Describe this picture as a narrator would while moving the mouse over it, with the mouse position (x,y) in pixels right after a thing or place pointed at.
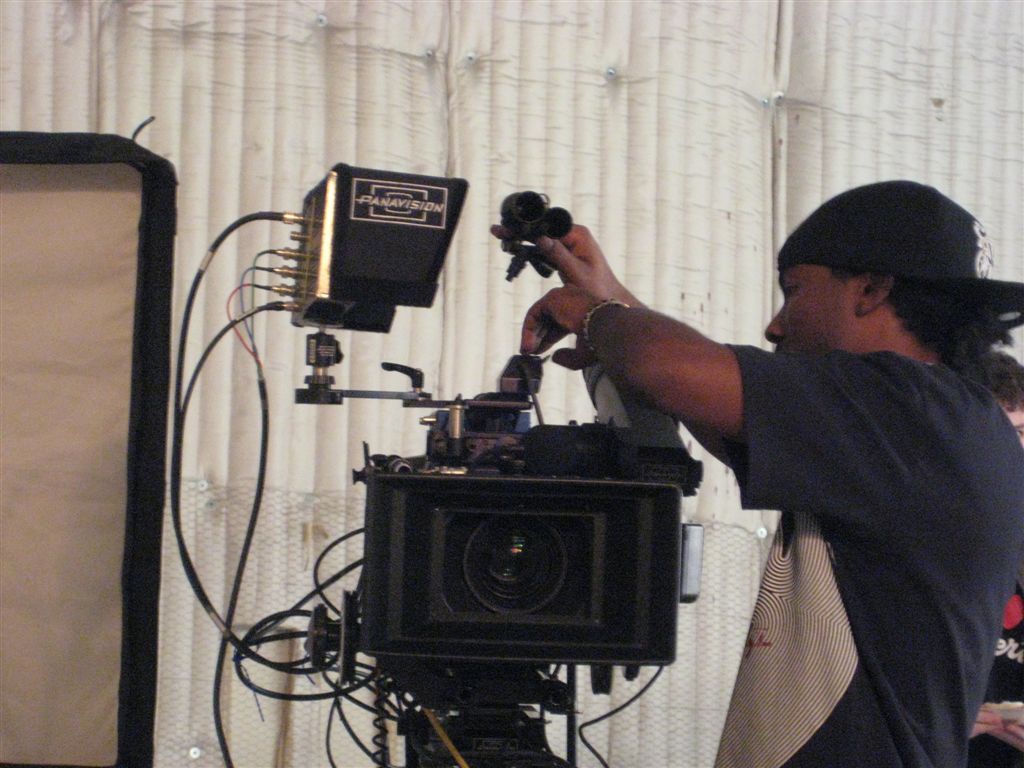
In this picture we can see a man (890,667) wore a cap (803,259) and holding a camera (389,251) with his hands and in the background (551,394) we can see a cloth (519,58), mesh (750,596) and a person (1013,387).
